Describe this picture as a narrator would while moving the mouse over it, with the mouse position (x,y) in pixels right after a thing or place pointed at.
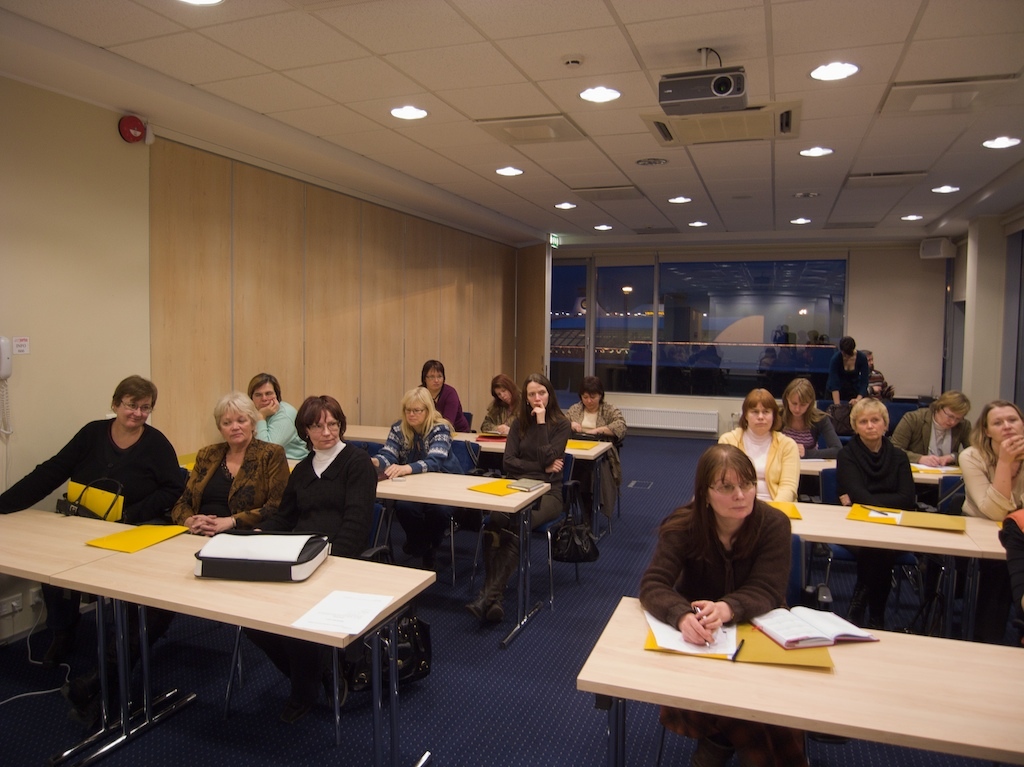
In this picture we can see a group of people (204,471) sitting on chairs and in front of them there is table (916,682) and on table (86,548) we can see files (759,649), papers (728,649), book (793,608), pen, bag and in background (643,335) we can see glass window (644,307), projector (731,90), lights (608,228), wall (544,310).
